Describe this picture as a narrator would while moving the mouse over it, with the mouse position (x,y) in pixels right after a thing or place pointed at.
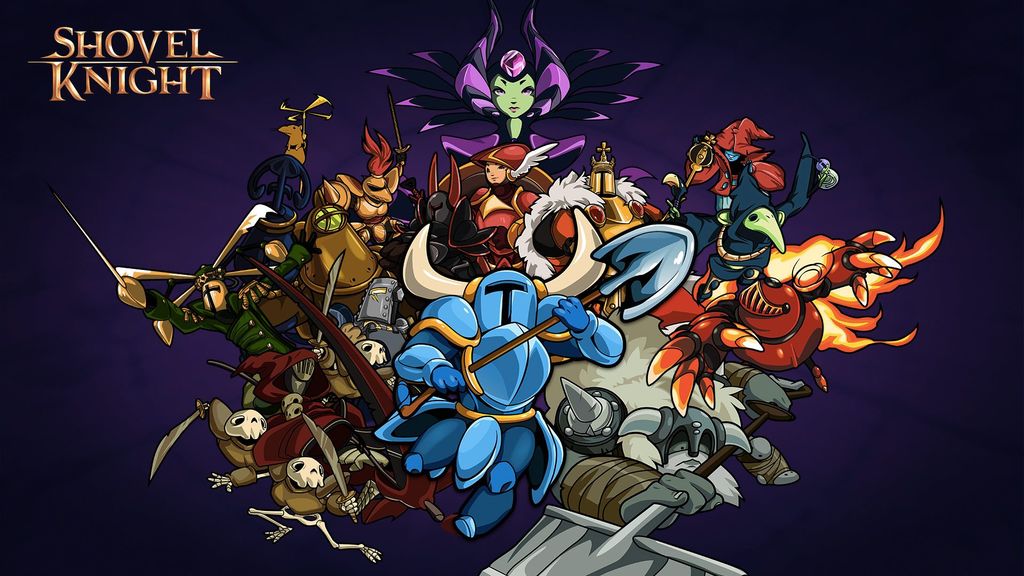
Here in this picture we can see a poster (933,129) of an cartoon program and in this we can see number of cartoon characters (506,292) and on the left top side (144,67) we can see some text (66,46) present.
